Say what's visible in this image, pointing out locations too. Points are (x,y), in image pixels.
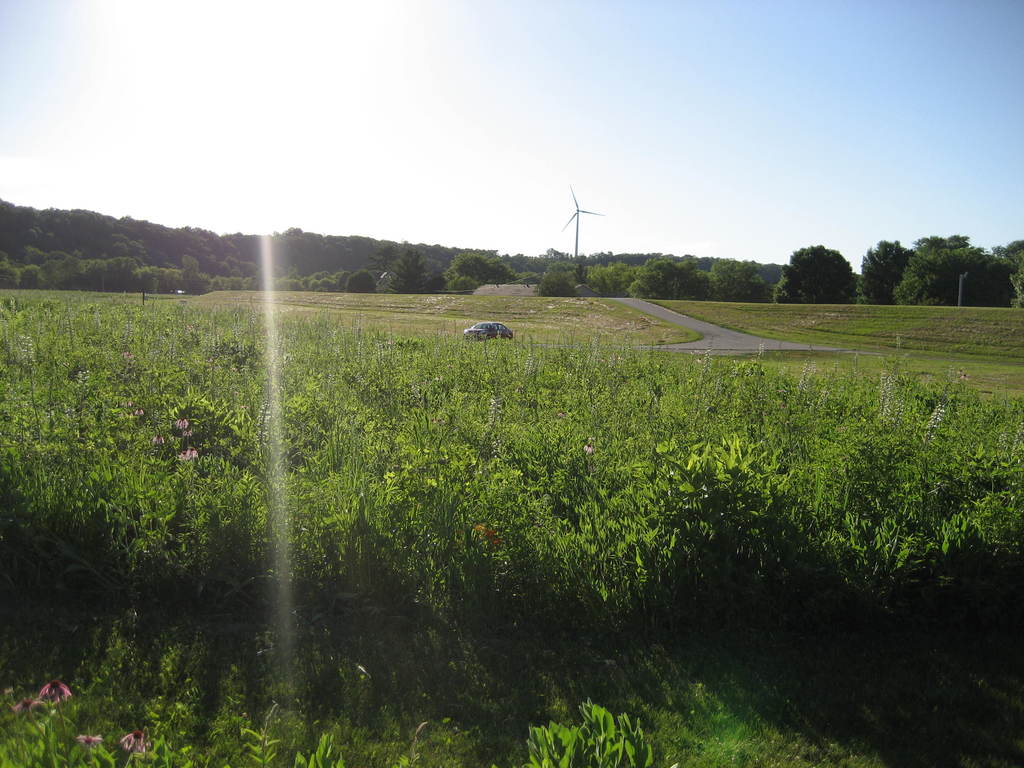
In this picture we can see farmland (710,451). Here we can see car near to the road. In the back (570,259) there is a turbine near to the trees (600,282). Here we can see sky (382,3) and sun (186,30). On the bottom (342,543) we can see plants (647,626) and grass (638,682).
